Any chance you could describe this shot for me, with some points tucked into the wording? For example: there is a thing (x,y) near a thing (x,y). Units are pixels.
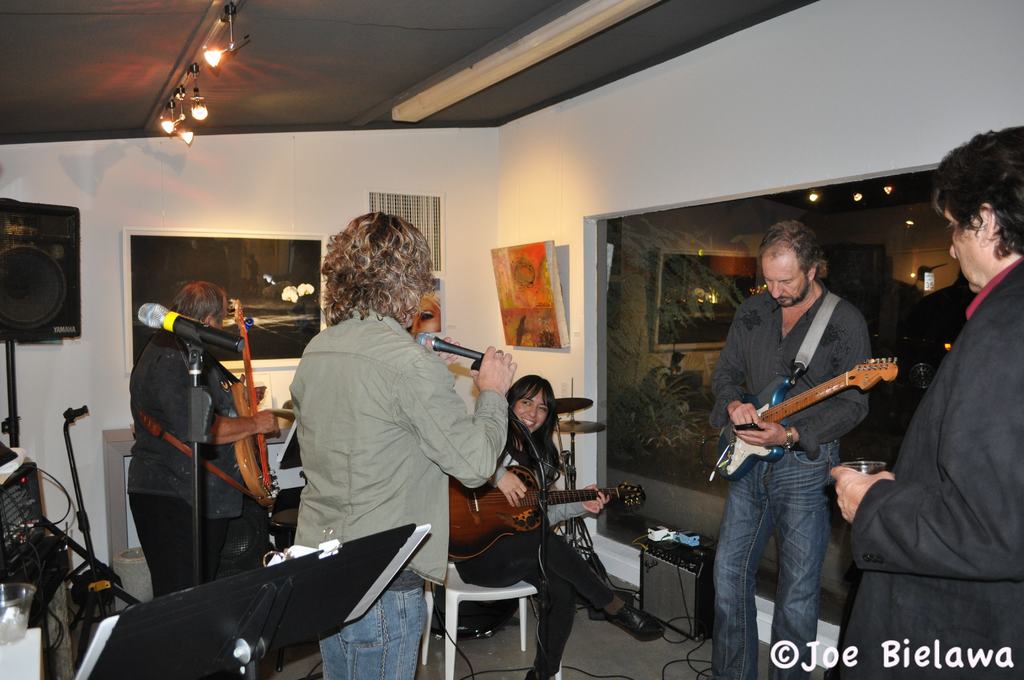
In this picture we can see a group of people (357,265) in front (819,355) person (831,334) holding guitar (778,400) and here the woman (525,460) sitting on chair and playing guitar (535,506) and this person (381,389) standing and holding mic (473,350) and in the background (177,352) we can see man (184,392) playing guitar (232,442), wall (205,208), frame (205,269), speakers (15,310), stand (92,572), lights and on right side (977,310) person (872,486) holding glass (860,469) in his hand (852,482).
